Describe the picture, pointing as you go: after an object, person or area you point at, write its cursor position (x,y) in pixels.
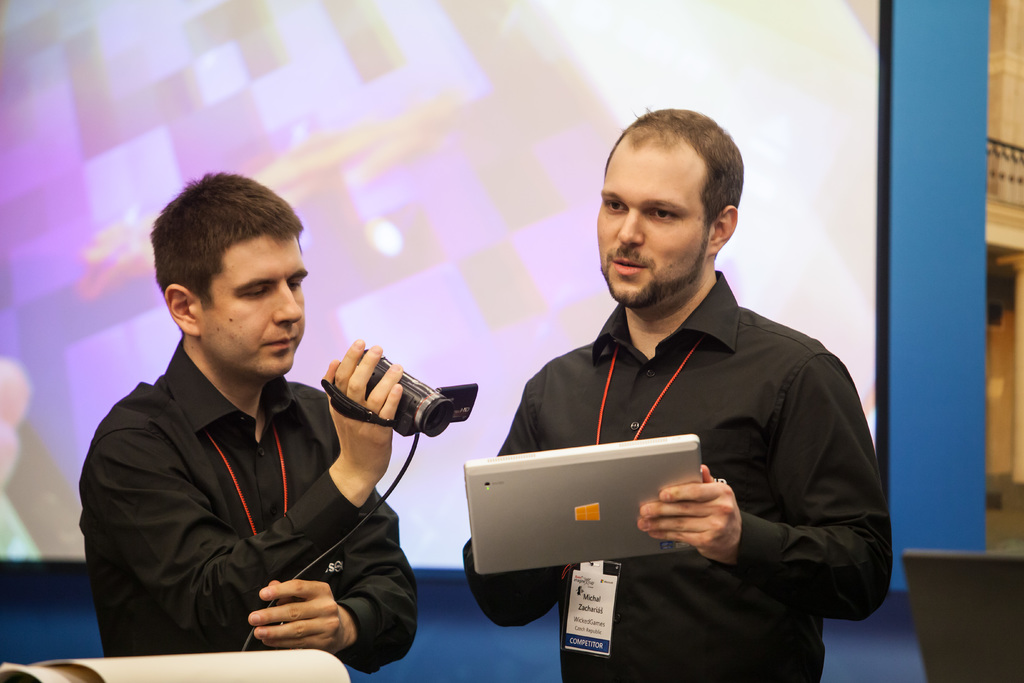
In the image we can see there are men (347,483) standing and there is a man (708,417) holding laptop (559,522). Other man (382,405) is holding video camera (420,392) in his hand (366,412) and behind there is a projector screen (392,123) on the wall (962,44).
